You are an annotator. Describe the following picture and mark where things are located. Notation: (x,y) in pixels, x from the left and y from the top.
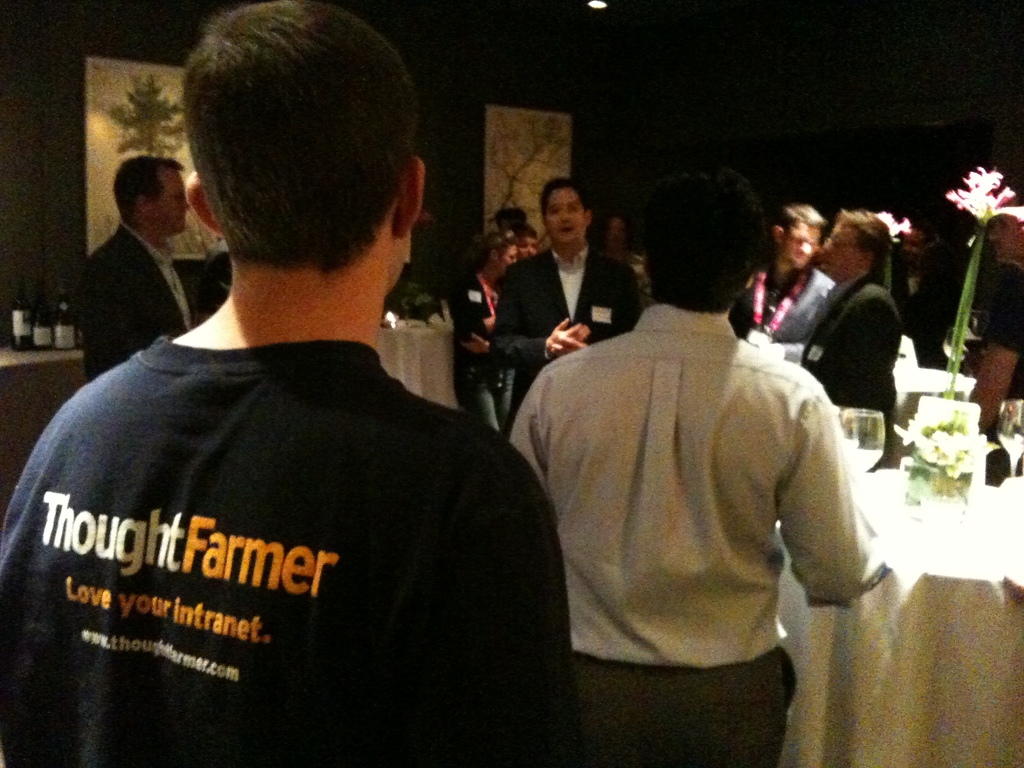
In this image there are a few people (493,298) standing, in between them there is a table (947,637). On the table (909,555) there are two glasses (1002,417) and a flower vase (968,463). On the left side of the image (61,312) there are a few bottles (17,314) on the other table (57,367). In the background (685,130) there are few frames (567,129) are hanging on the wall (585,111).
